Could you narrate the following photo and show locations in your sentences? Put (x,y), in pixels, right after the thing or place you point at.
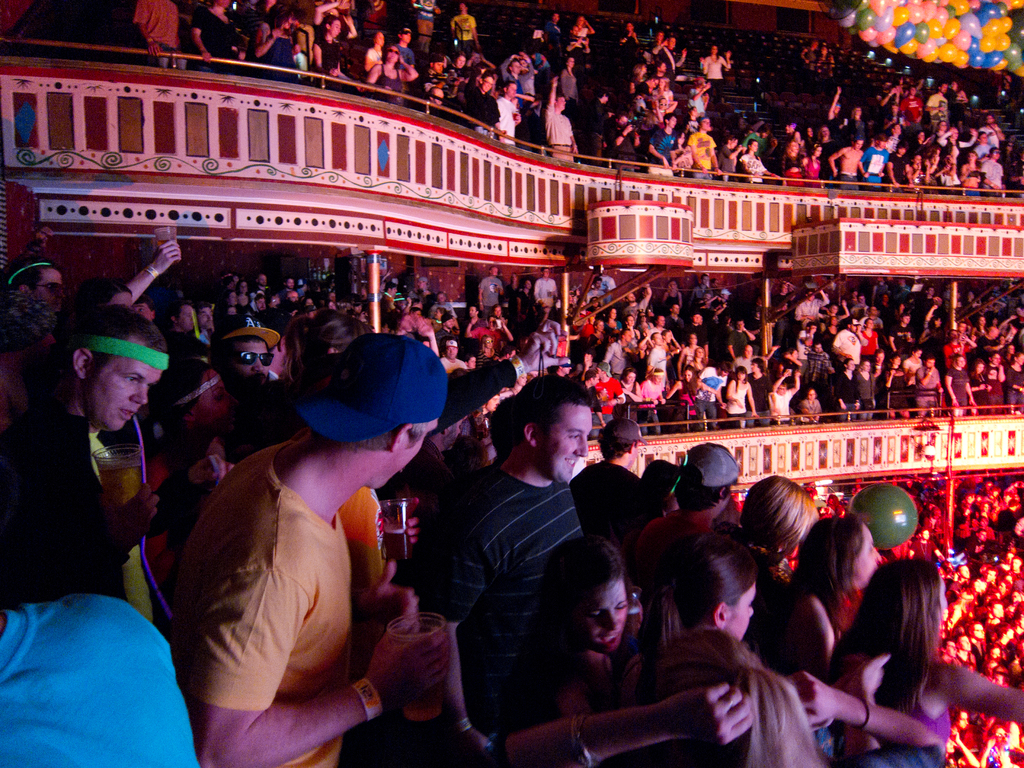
In this image, we can see the interior view of a stadium (830,466). There are many people (868,647). We can see the wall (925,218) and some chairs (836,86). We can also see some balloons (989,34) on the top right corner (1000,28).
